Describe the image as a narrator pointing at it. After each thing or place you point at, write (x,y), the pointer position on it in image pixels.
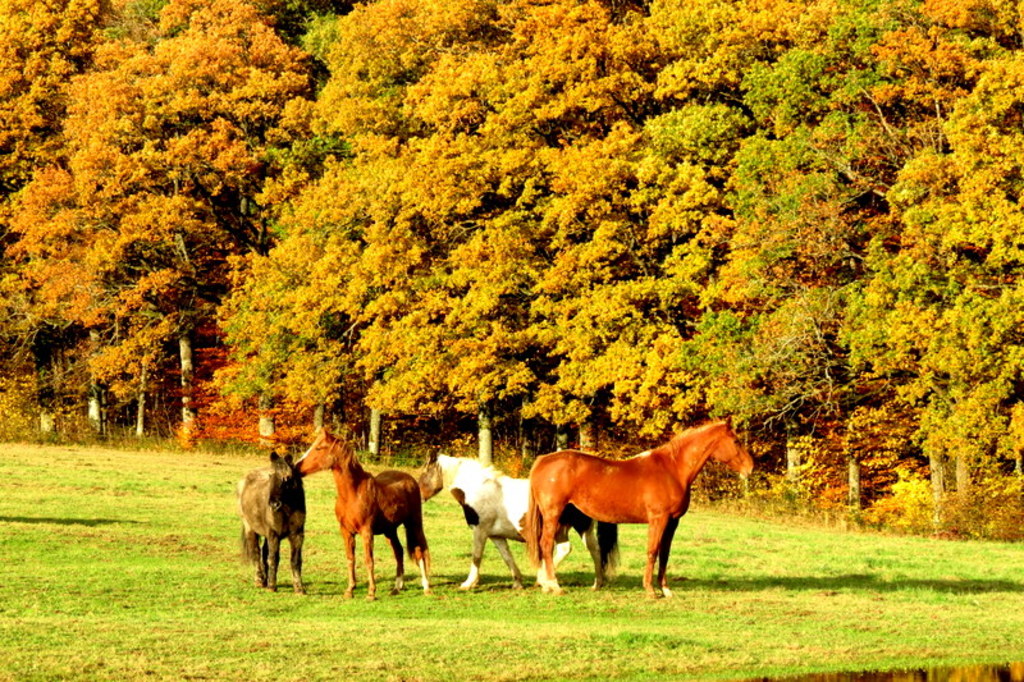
In this picture I can see horses (582,454), and in the background (482,224) there are trees (459,91).
